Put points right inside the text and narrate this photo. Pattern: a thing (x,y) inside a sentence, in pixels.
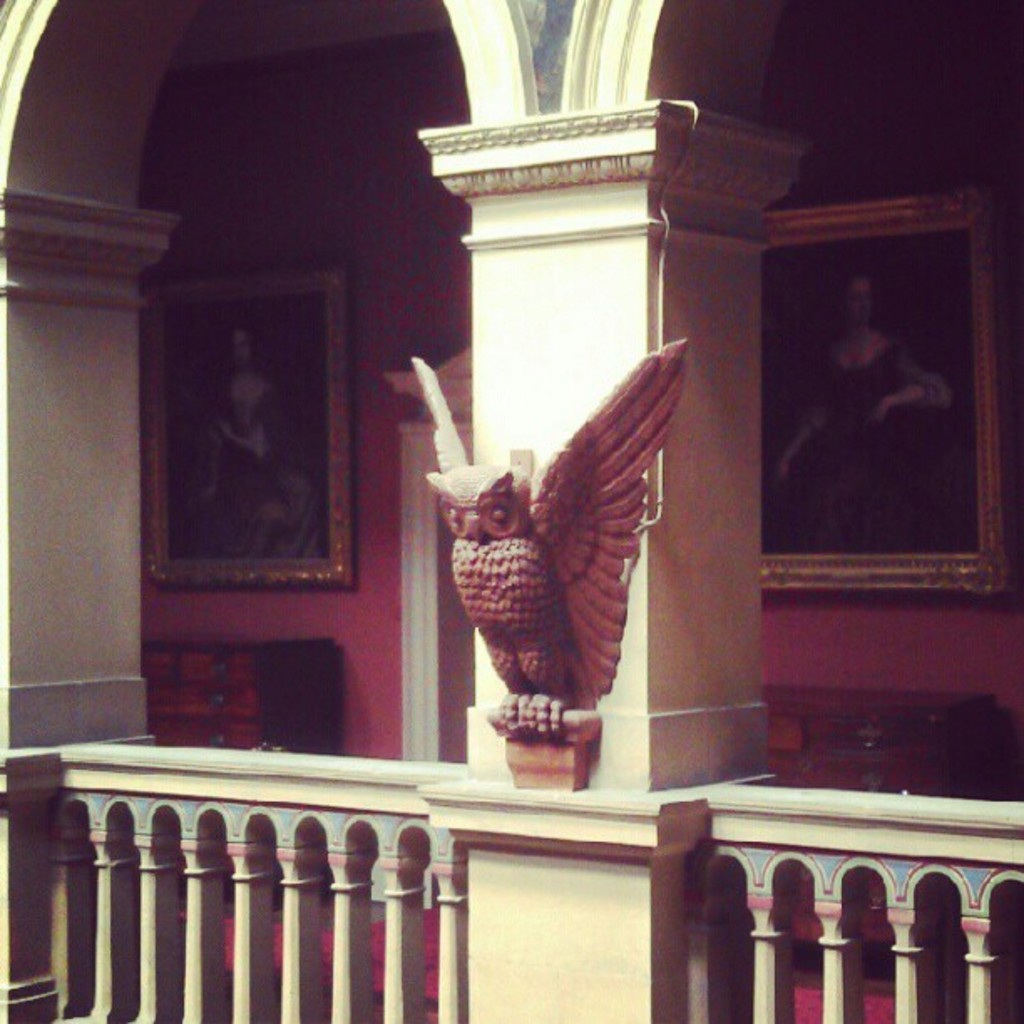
In this picture I can see a statue of an owl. I can see balusters (63,945), pillars (28,638) and some other objects (266,716), and in the background (387,456) there are frames (223,374) attached to the wall (884,671).
